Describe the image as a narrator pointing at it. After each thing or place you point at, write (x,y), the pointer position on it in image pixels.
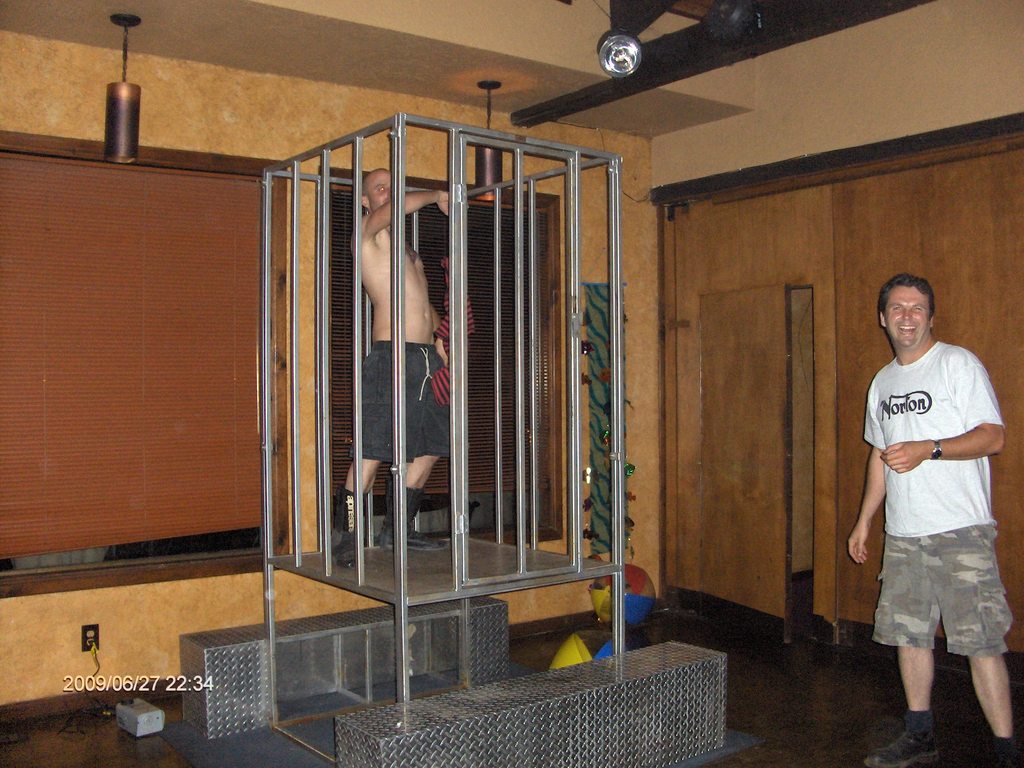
In the image we can see there are two men (386,304), standing, wearing clothes (931,554), socks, shoes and the right side man (921,481) is smiling. Here we can see the floor (748,696) and the wall (818,251). Here we can see a cage (460,398) and on the bottom left (124,677) we can see the watermark (104,678).
